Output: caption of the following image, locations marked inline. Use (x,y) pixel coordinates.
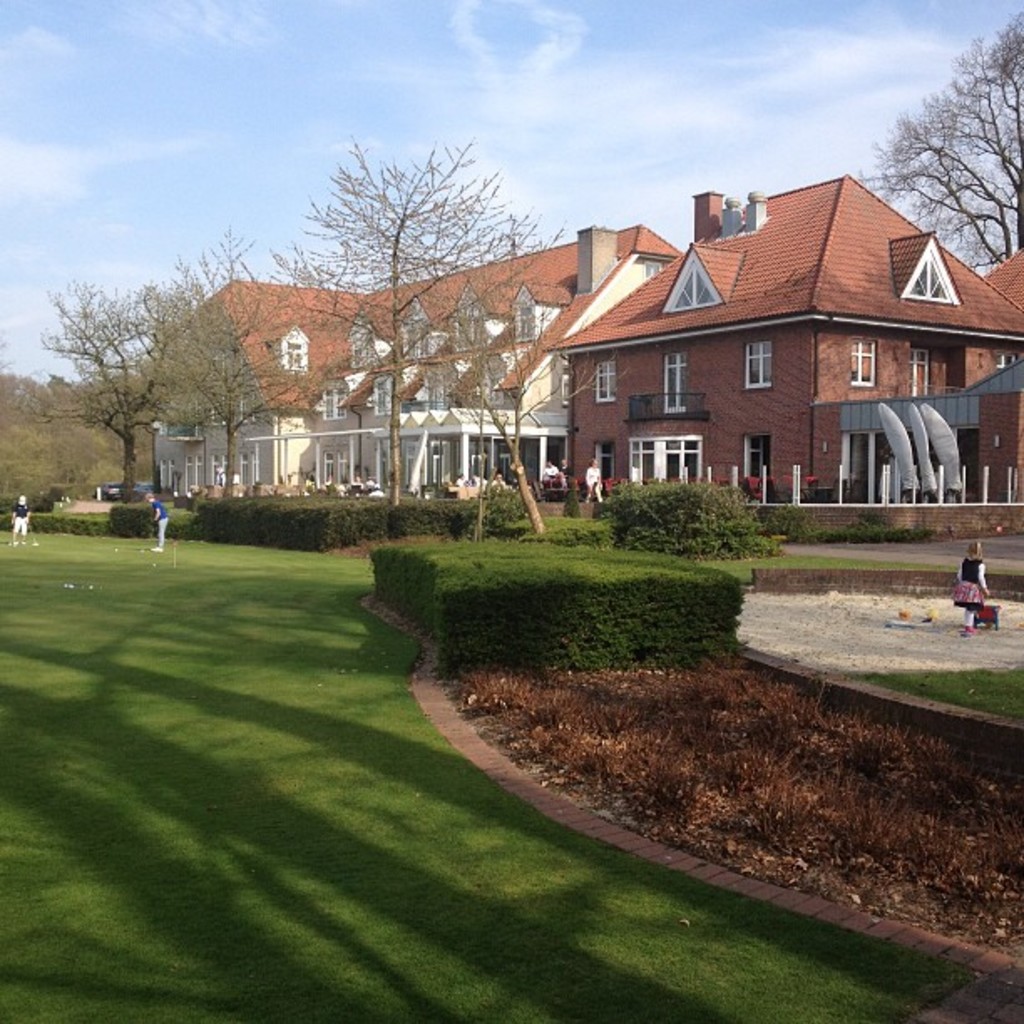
In this image we can see grass (295,871) on the ground (526,908). Also there are trees (233,458) and bush (413,568). In the back (496,391) there are buildings (547,352) with windows (553,444). And there are few people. In the background (384,79) there is sky (362,85) with clouds (547,122).
